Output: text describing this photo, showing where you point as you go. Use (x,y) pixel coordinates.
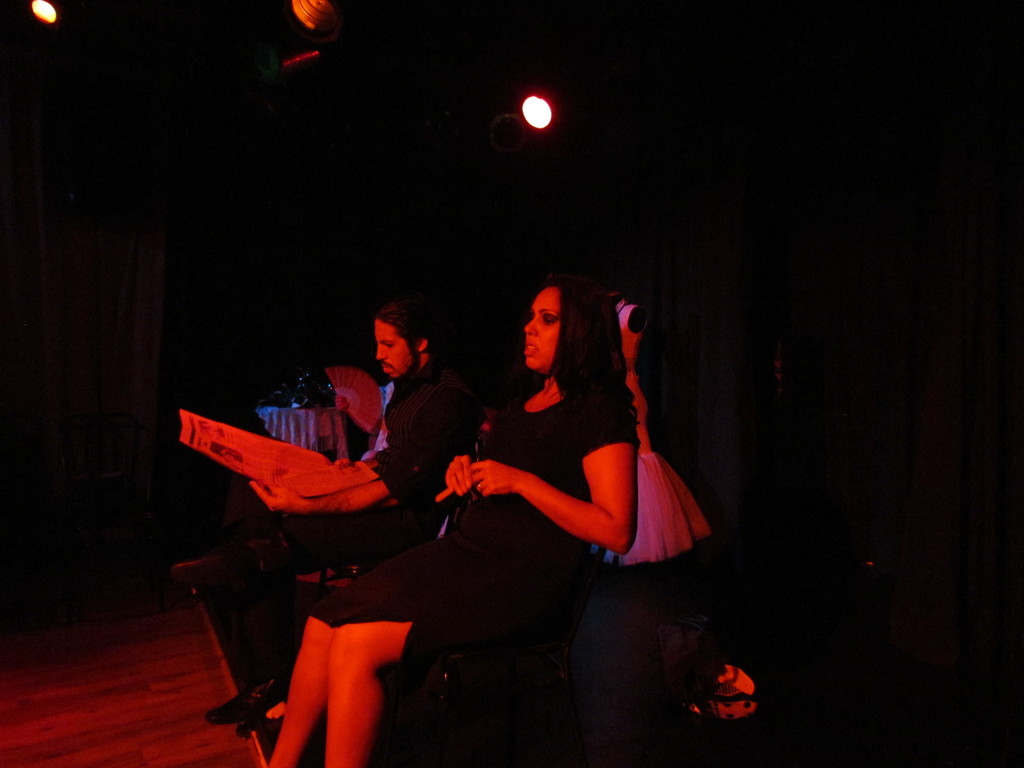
In this image we can see there are two persons (391,515) playing an act. The background (815,376) is dark.
